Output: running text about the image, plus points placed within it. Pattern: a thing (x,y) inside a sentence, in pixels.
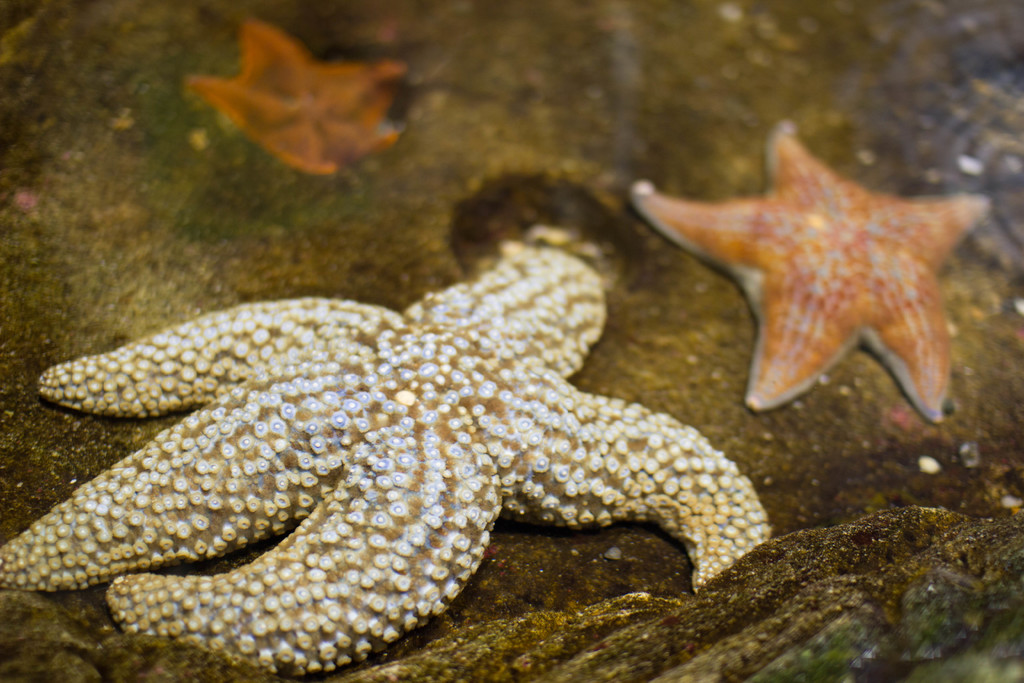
In this image I can see the starfish (568,360).
